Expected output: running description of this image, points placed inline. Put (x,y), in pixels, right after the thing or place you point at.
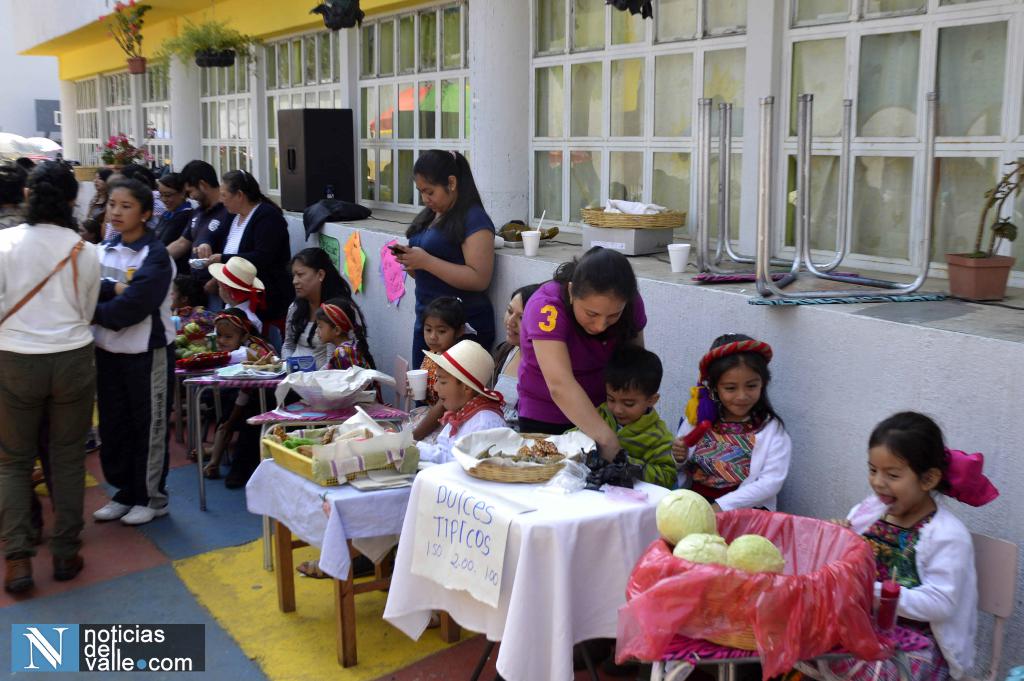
In the middle of the image (421,316) a woman (421,167) is operating mobile phone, and there is a speaker (311,143). Bottom right of the image (914,669) a girl (937,436) sitting and smiling. Top right side of the image (989,201) there is plant (990,292) on the wall (1011,303). Left side of the image (143,178) a group of people (26,185) standing. In the middle of the image (456,335) a girl (456,305) is holding a cup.
